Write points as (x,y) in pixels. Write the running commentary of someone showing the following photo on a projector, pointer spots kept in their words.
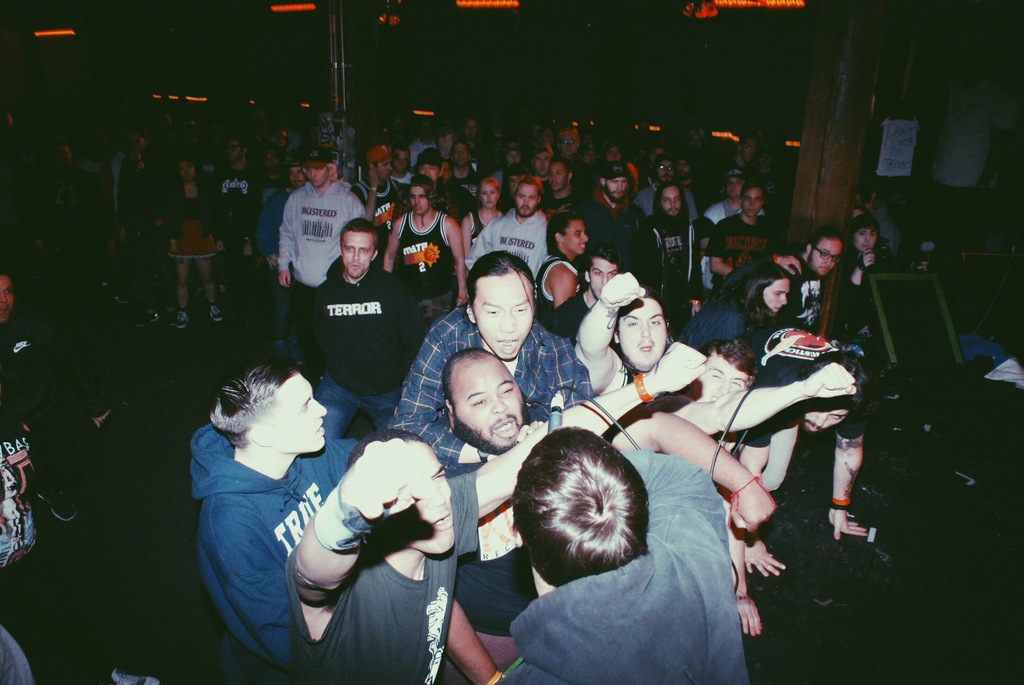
In this picture there are people (624,174) and we can see board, poster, pillar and few objects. In the background of the image (528,107) it is dark and we can see lights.
